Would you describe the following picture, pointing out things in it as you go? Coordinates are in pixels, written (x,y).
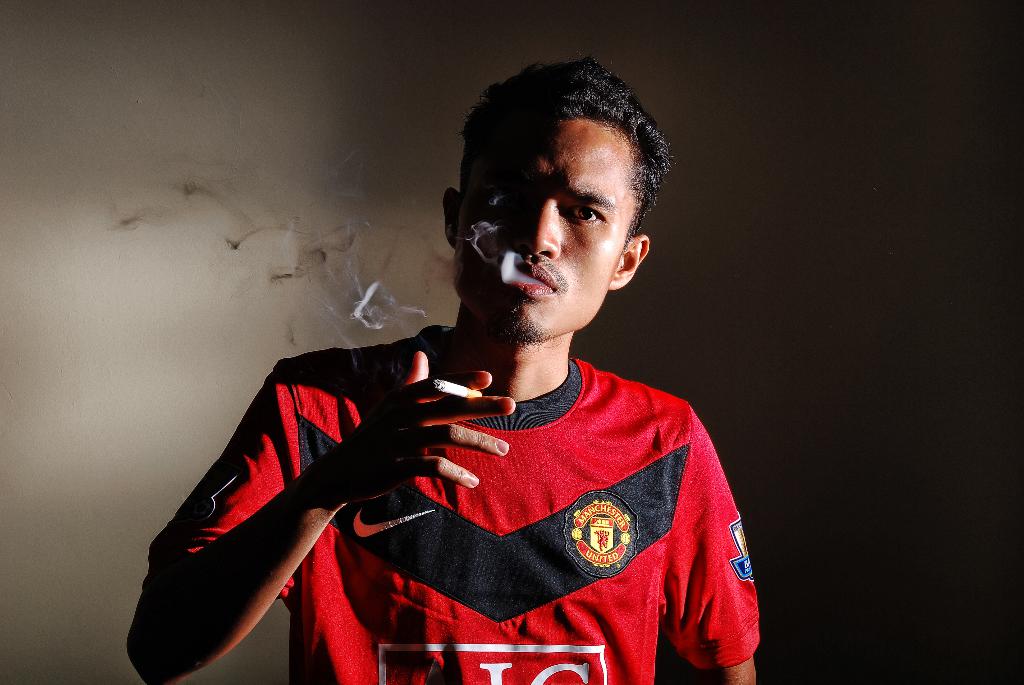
In this picture I can see a man (671,397) holding a cigarette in his hand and I can see smoke (518,281) and a wall (423,308) in the background (635,310).
